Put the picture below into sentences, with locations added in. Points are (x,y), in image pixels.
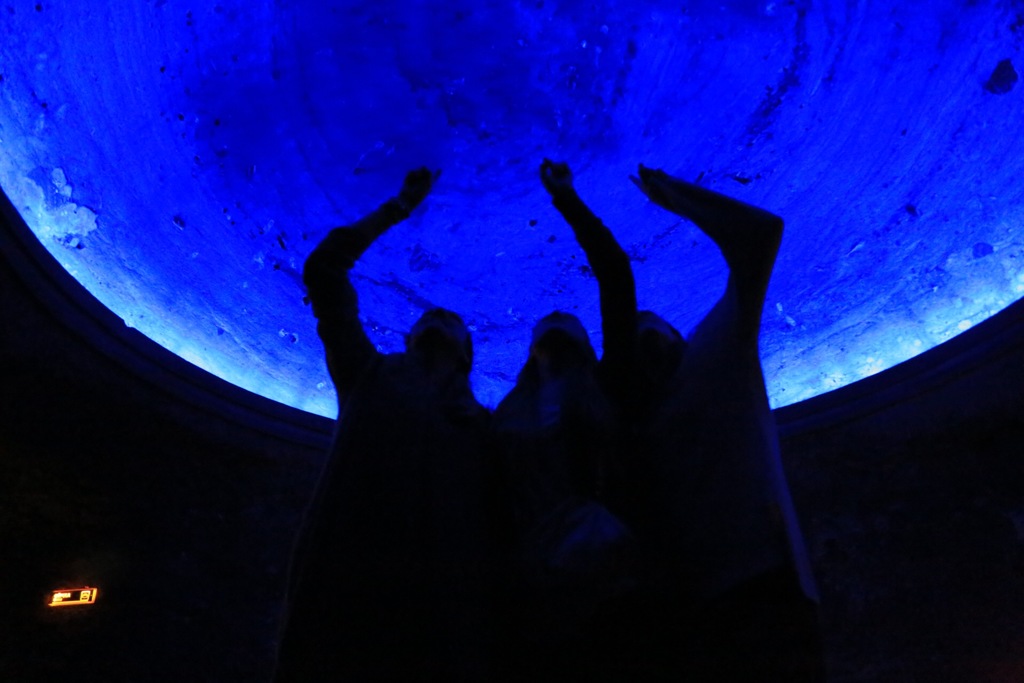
In this image there are three people (665,469) standing. Above them there is a circular object (595,77). They are touching the object (596,112). The image is dark.
